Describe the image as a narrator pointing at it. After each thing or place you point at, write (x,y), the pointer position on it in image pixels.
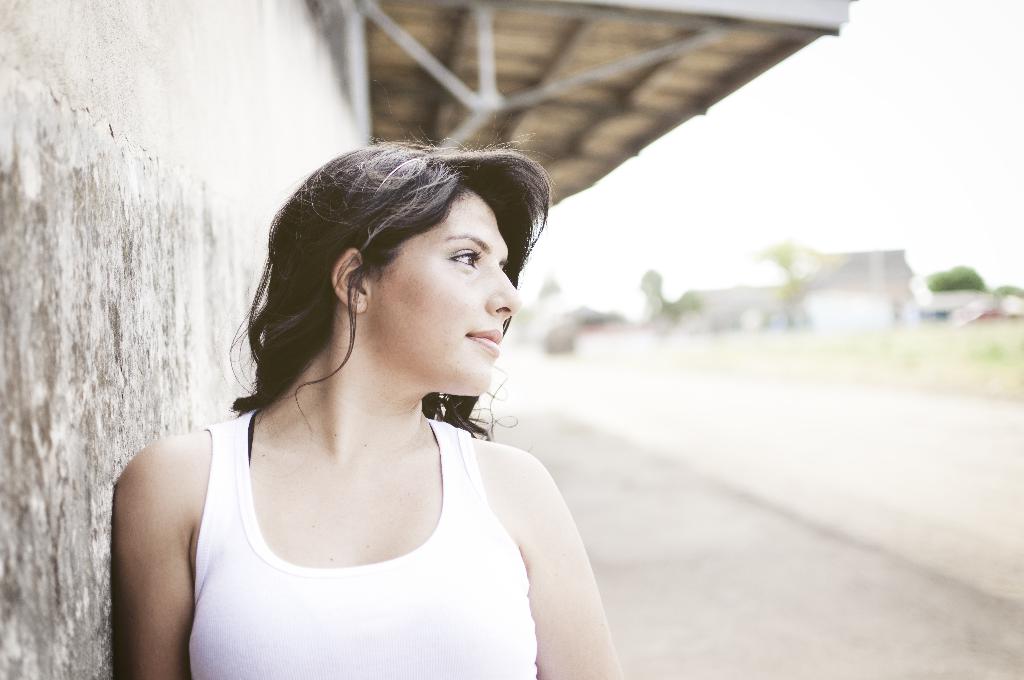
A woman (389,532) is standing wearing a white t shirt (495,646) and there is a wall (164,114) at the left (164,114). There is a roof (367,10) behind her and the background (960,292) is blurred.
